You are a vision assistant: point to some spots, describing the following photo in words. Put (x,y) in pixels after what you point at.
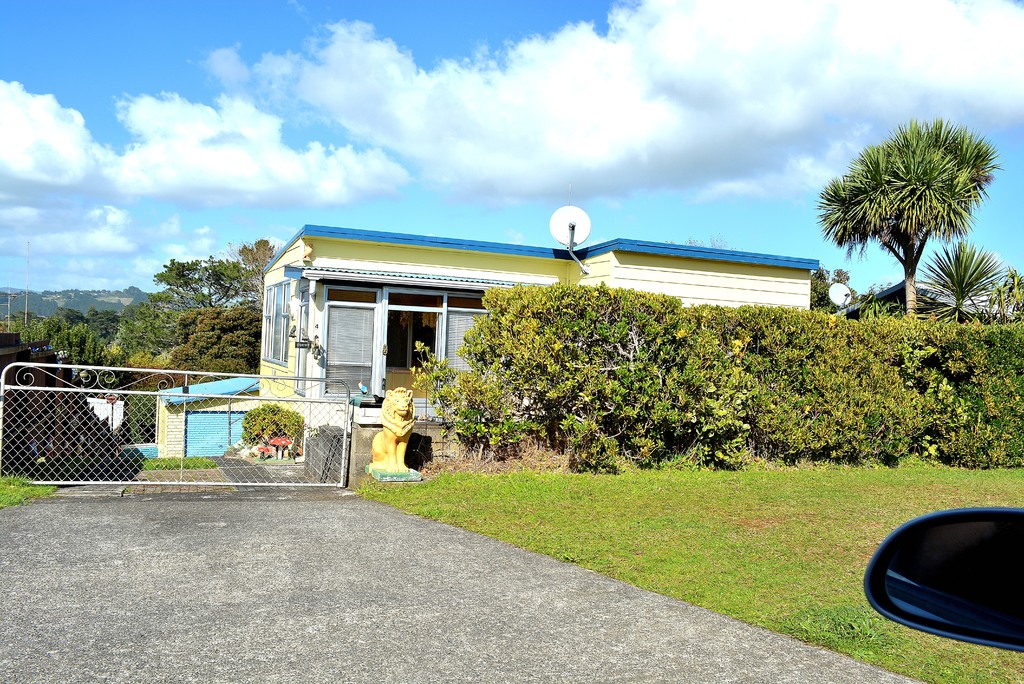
In this picture we can see a side mirror (934,561), glass (910,558), a statue (376,444), hedge (932,399) and a gate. Behind the gate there are houses (287,374). Behind the houses (450,326) there are trees (165,294), hills (123,298) and the sky (692,110).
